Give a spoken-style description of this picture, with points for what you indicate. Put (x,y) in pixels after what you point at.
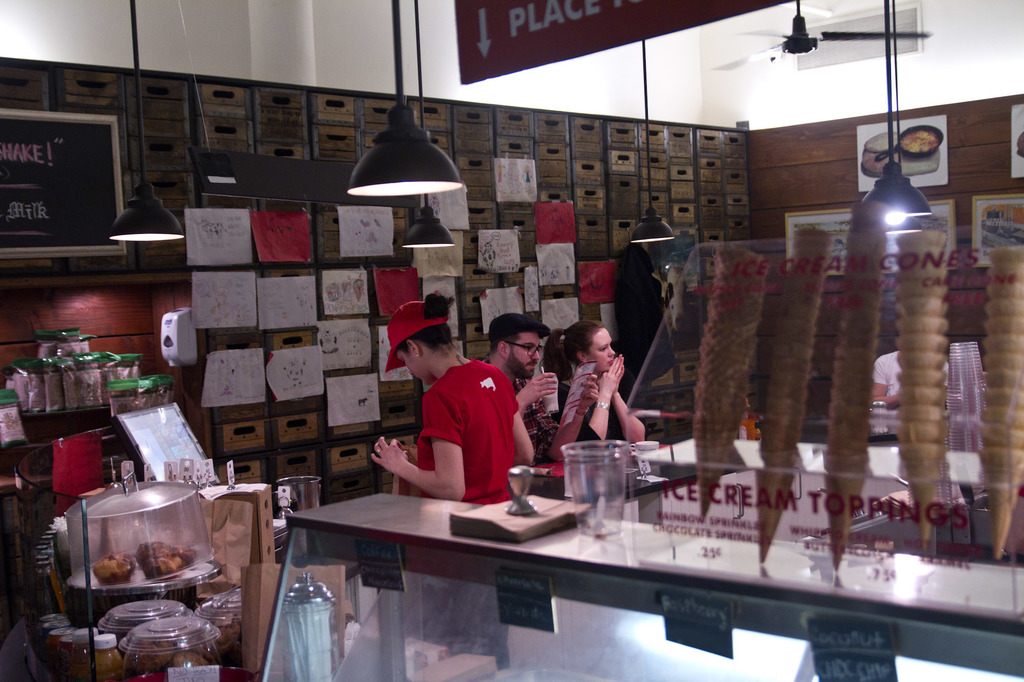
In the picture I can see three persons (424,403). There is a woman (485,408) wearing a red color T-shirt (449,429) and there is a cap (394,363) on her head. I can see a man (523,341) holding a glass (549,379) in his right hand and there is a paper (566,408) in his left hand (594,392). I can see the glass display cabinet (602,626) at the bottom of the picture (791,652). I can see the ice cream cups (742,363) on the right side (728,373). There are decorative lamps (886,48) onto the roof (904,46). I can see a fan (801,27) on the top right side (788,42). I can see the bottles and storage boxes (211,651) on the bottom left side (187,648). I can see a sheet of papers (314,305) on the wall (467,259).
